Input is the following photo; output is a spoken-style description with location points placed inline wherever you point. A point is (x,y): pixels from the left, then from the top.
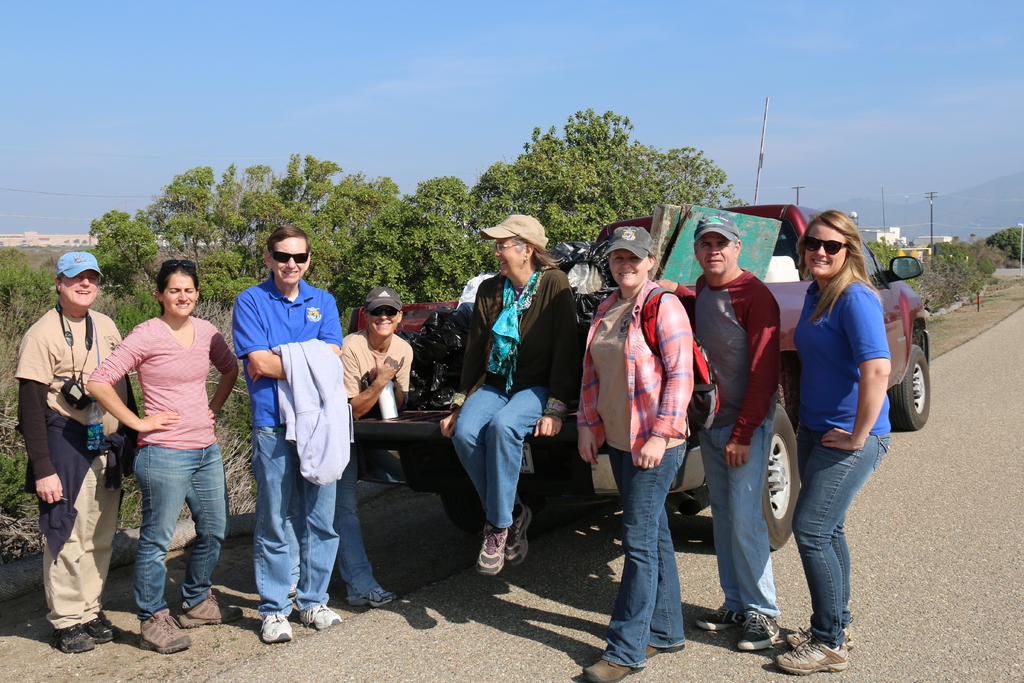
In this image we can see a few people (532,402), one of them is sitting on the vehicle (781,423), there are some covers (590,305) and other objects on the car (791,361), there are trees (997,239), grass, houses (882,237), current poles (932,217), also we can see the sky (523,90).
